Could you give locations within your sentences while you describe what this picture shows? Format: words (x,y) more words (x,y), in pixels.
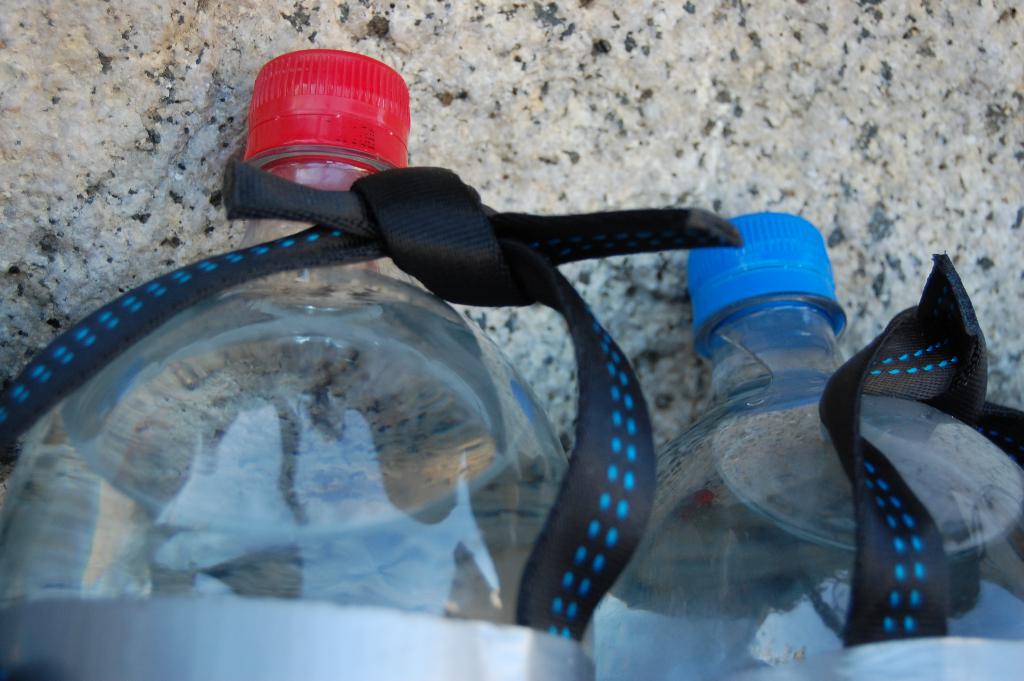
In this image i can see 2 bottles (369,486) with some liquid (275,375) in them, the bottle (220,456) on the left side (329,186) have a red cap (353,102) and the bottle (751,308) on the right side (765,295) is having a blue cap (745,255). In the background (725,190) i can see the wall (607,104).
